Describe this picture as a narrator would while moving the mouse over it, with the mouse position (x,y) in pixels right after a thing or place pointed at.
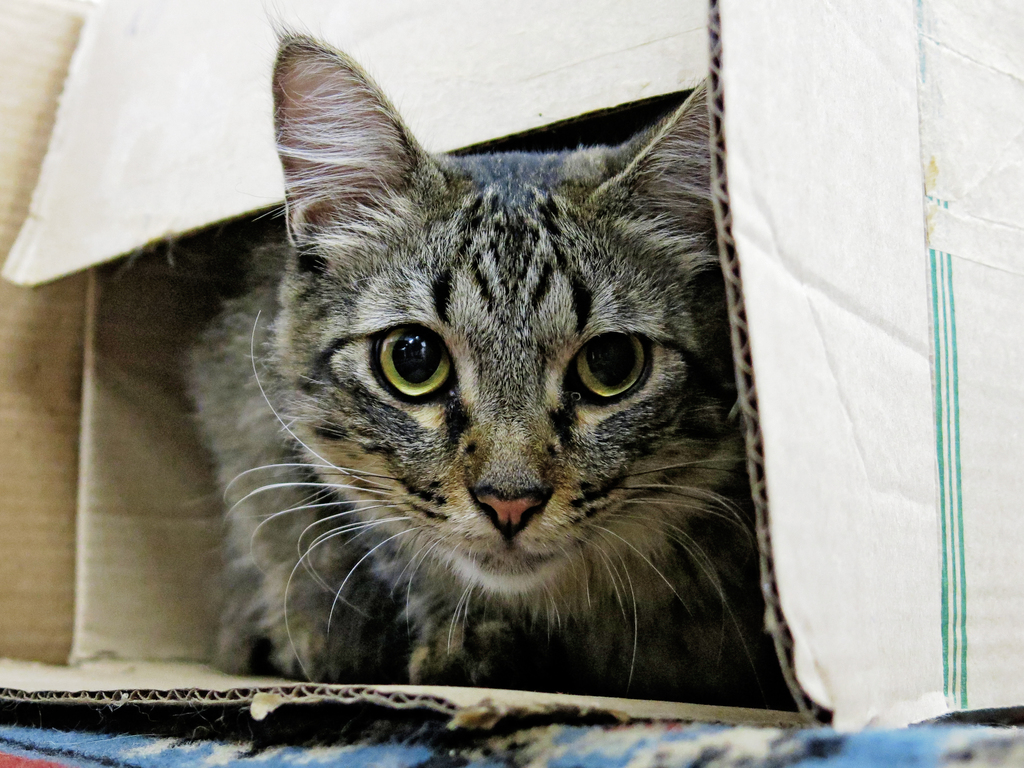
In this picture we can see a cat (345,387) in a box (600,42).
